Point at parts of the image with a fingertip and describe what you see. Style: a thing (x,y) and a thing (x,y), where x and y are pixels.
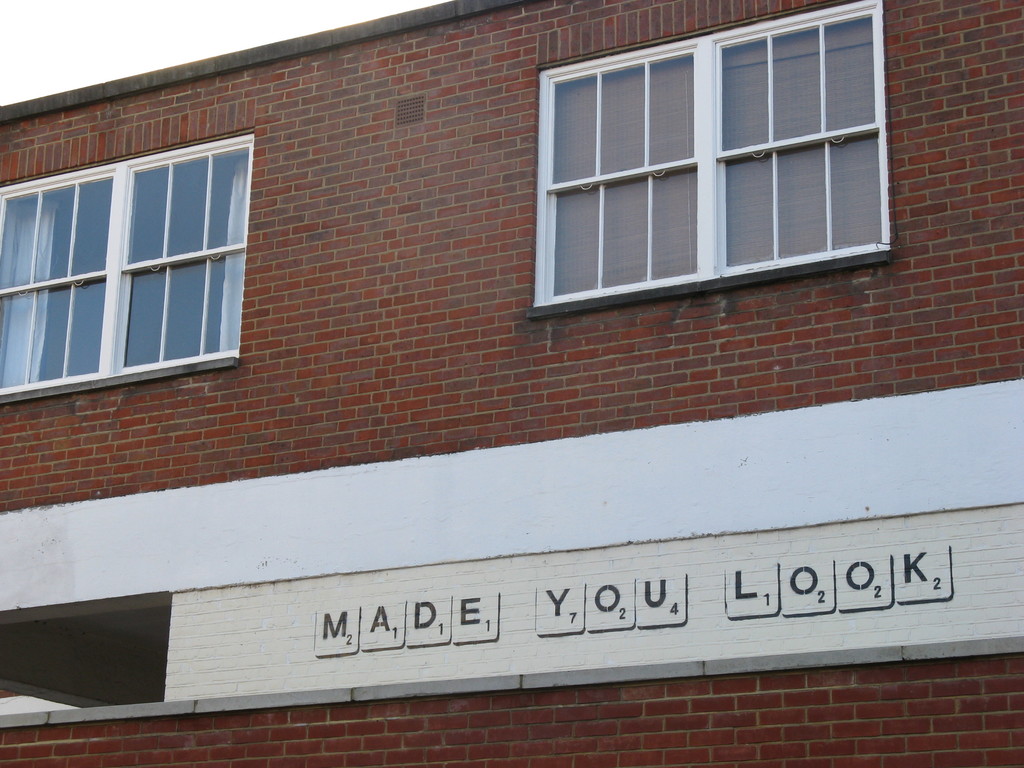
In this picture I can see a building (545,500) and text (384,610) on the wall (566,614) of the building (593,597) and I can see a cloudy sky (271,30).
